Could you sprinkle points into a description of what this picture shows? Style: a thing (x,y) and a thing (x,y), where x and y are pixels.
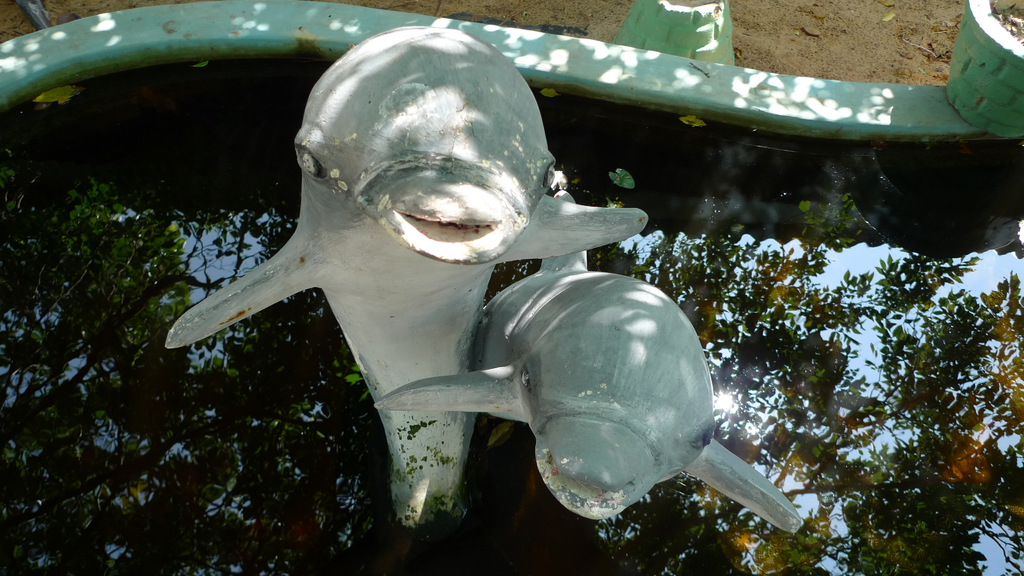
In this image at the center (480,340) there is a depiction of dolphins (493,333) and we can see the reflection of a tree (838,377). There is water (143,88) in the pond (184,51). On the right side of the image (947,100) there are flower pots (966,98).
